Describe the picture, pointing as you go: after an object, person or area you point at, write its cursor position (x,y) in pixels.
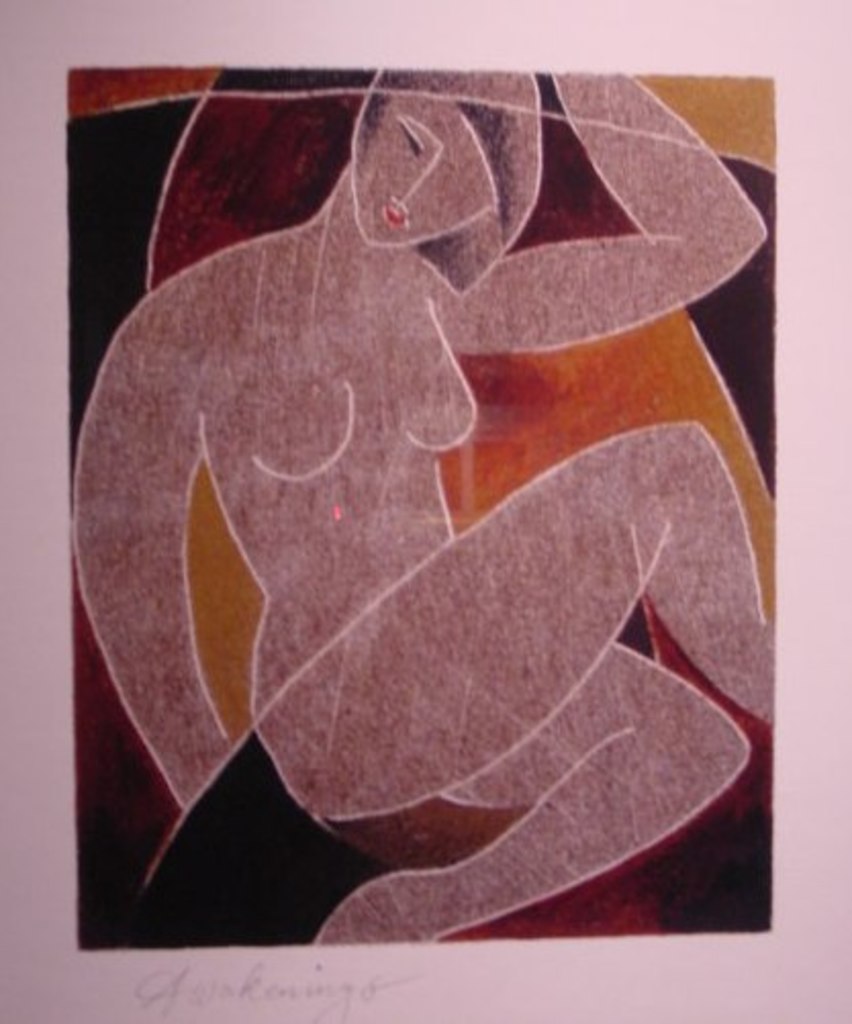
In this picture we can see a painting (378,513) of a person (439,373) sitting on an object (224,818). At the bottom (280,990) we can see the text (353,976) on the image.
